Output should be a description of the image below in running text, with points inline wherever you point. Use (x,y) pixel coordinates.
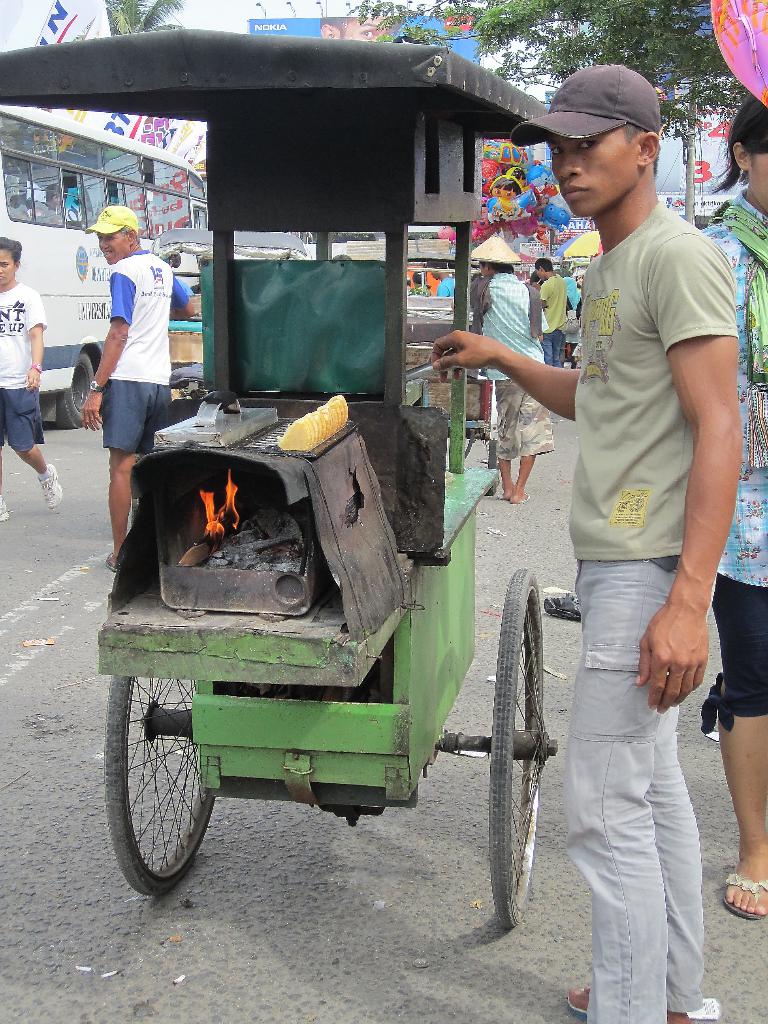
In this picture I can observe a vehicle (380,357) which is in green and black color. There is a person (610,148) standing beside the vehicle (393,331). He is wearing a T shirt (626,461) and a cap (589,111) on his head (581,146). In the background (146,286) there are some people (517,322) walking on the road (692,724). On the left side (85,228) I can observe a bus (47,296). In the background (676,65) there are trees (490,35).
